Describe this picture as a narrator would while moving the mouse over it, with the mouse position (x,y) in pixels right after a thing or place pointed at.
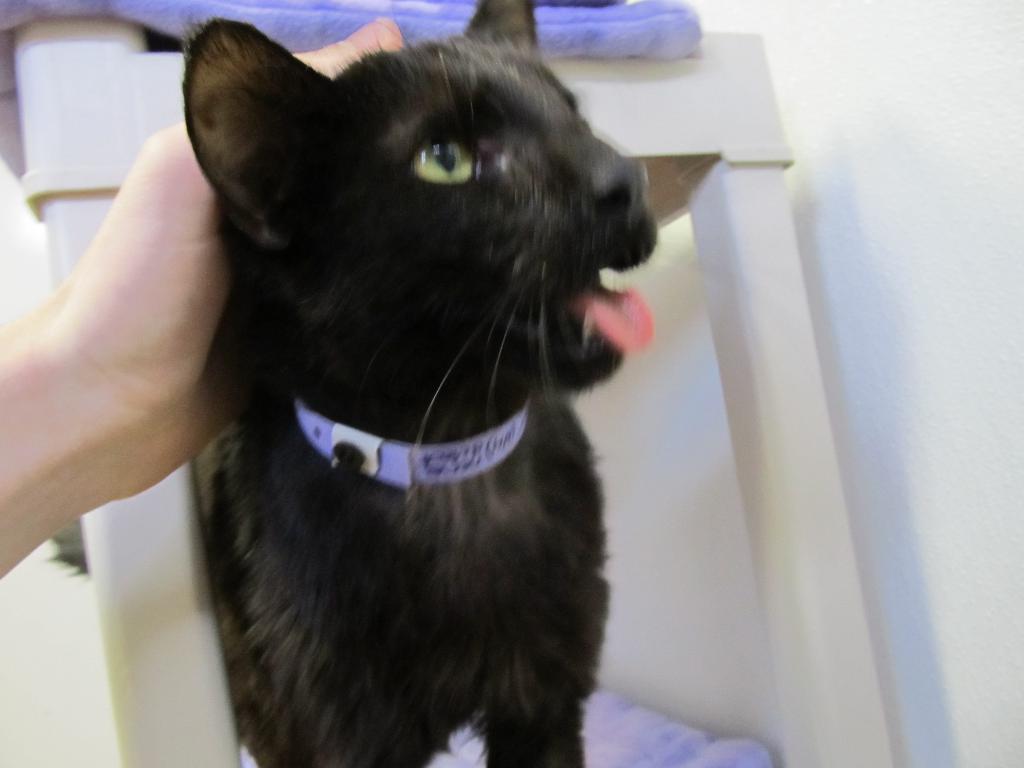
Here we can see a black cat (473,627). Above this cat (379,194) there is a person hand (111,290). This is white wall (905,308).
